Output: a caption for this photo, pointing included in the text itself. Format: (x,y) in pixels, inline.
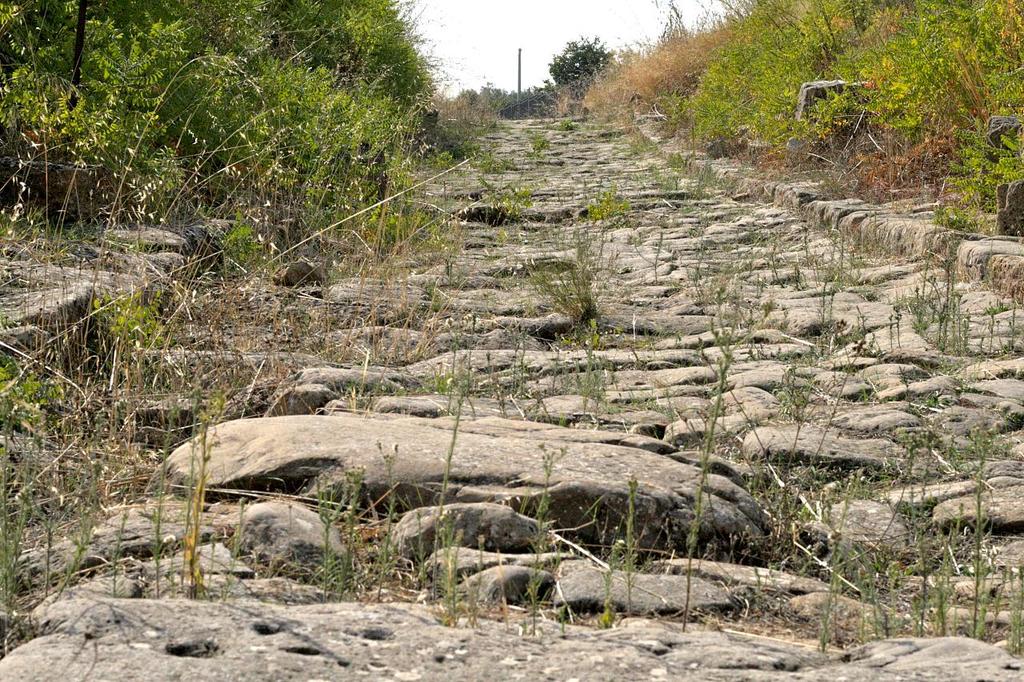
In the image there is a rock path (537,234) in the middle (548,307) with grass (222,290) and plants (904,22) on either side of it and above its sky (535,19).
